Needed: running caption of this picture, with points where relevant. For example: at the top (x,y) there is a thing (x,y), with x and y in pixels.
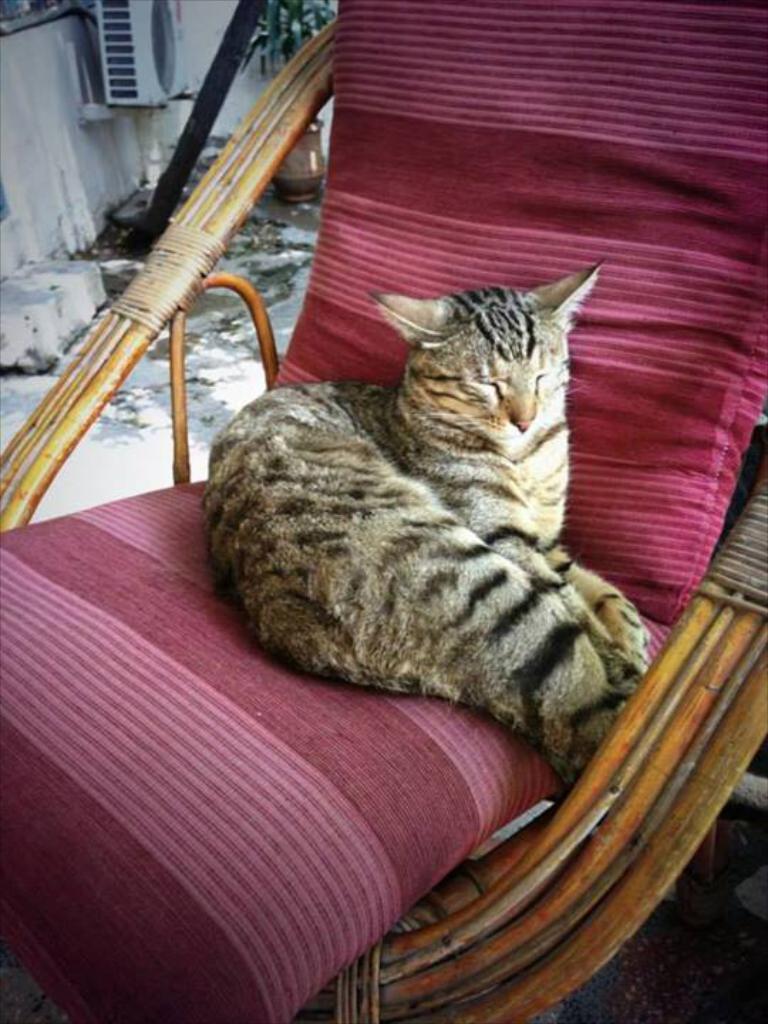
There is a cat (401,305) on the chair (131,548). There is a plant (304,25) and this is floor (128,458). Here we can see a wall (62,177).
